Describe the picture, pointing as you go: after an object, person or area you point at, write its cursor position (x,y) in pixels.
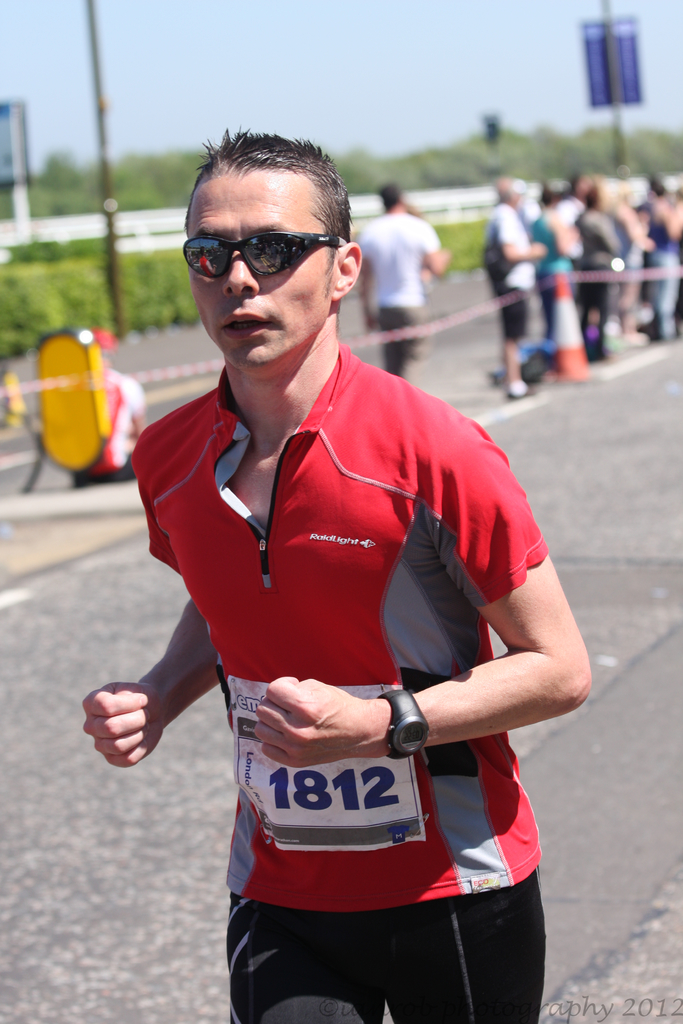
A man (402,495) is running on the road (219,737), he is wearing goggles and red and black costume (357,664) behind the men (267,409) on the right side (532,216) there are a group of people (564,265) standing behind a rope (418,330) and in the background (577,146) there are a lot of trees (417,169).
